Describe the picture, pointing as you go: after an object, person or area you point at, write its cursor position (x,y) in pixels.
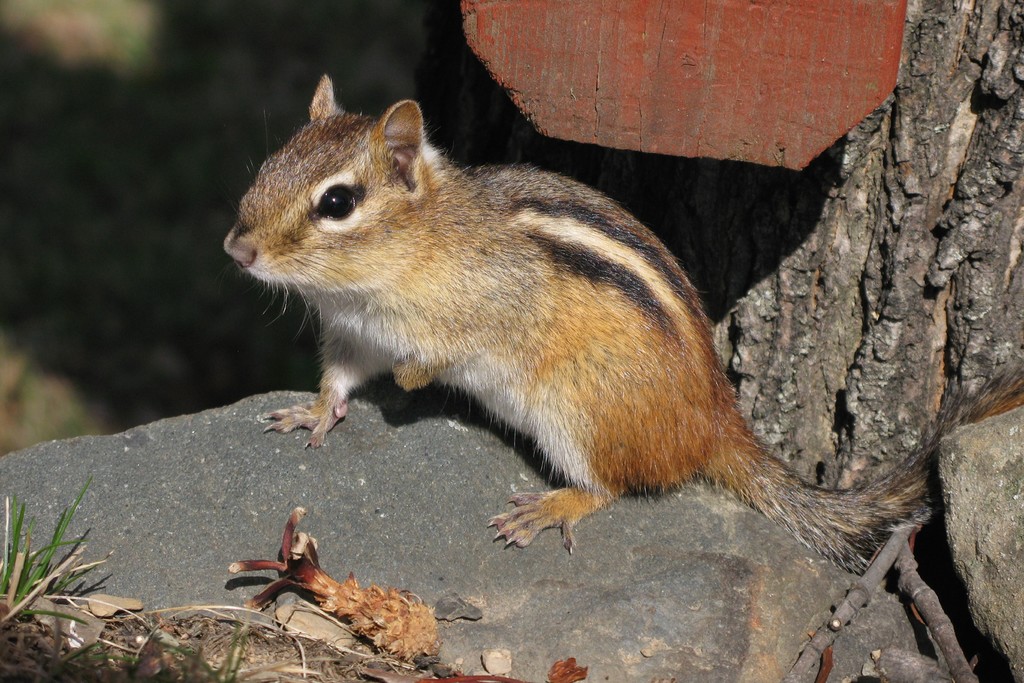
In this image there is a squirrel (455,376) in the front (579,412) standing on stone (476,440). On the right side (898,208) there is a tree trunk (869,200) and the background (233,83) is blurry.
